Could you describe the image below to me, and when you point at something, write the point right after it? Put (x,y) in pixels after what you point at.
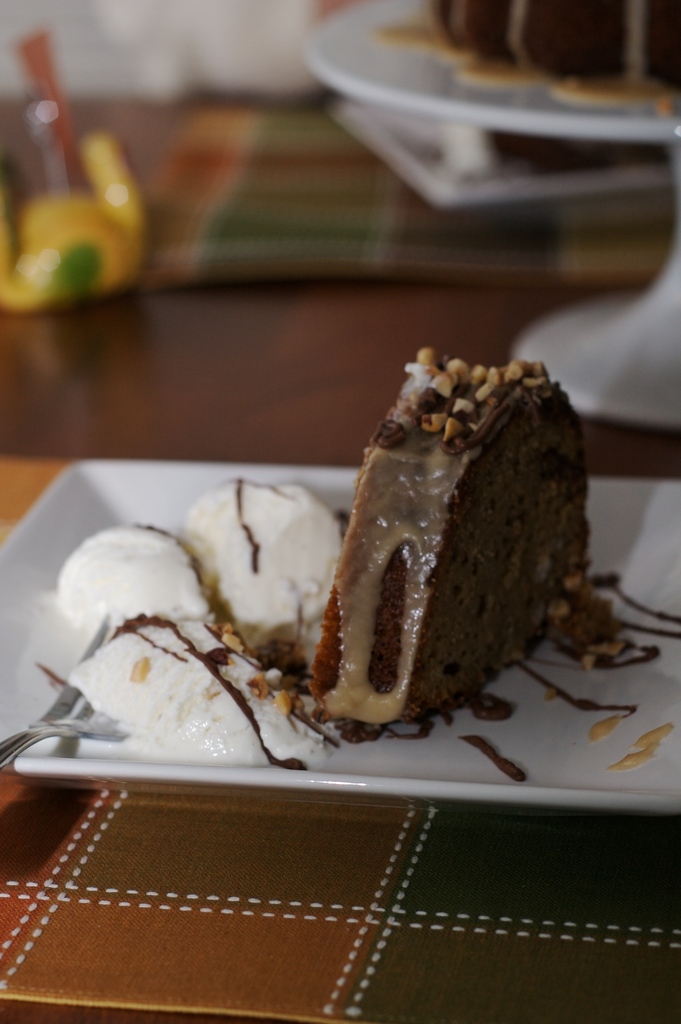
In this image there is a slice of a cake (369,628) and ice cream scoops (103,649) with nuts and a fork (94,648) on the plate (32,659), and in the background (619,0) there is a cake (445,27) on the circular cake stand (414,18) and an object (128,216) on the table (342,295).
